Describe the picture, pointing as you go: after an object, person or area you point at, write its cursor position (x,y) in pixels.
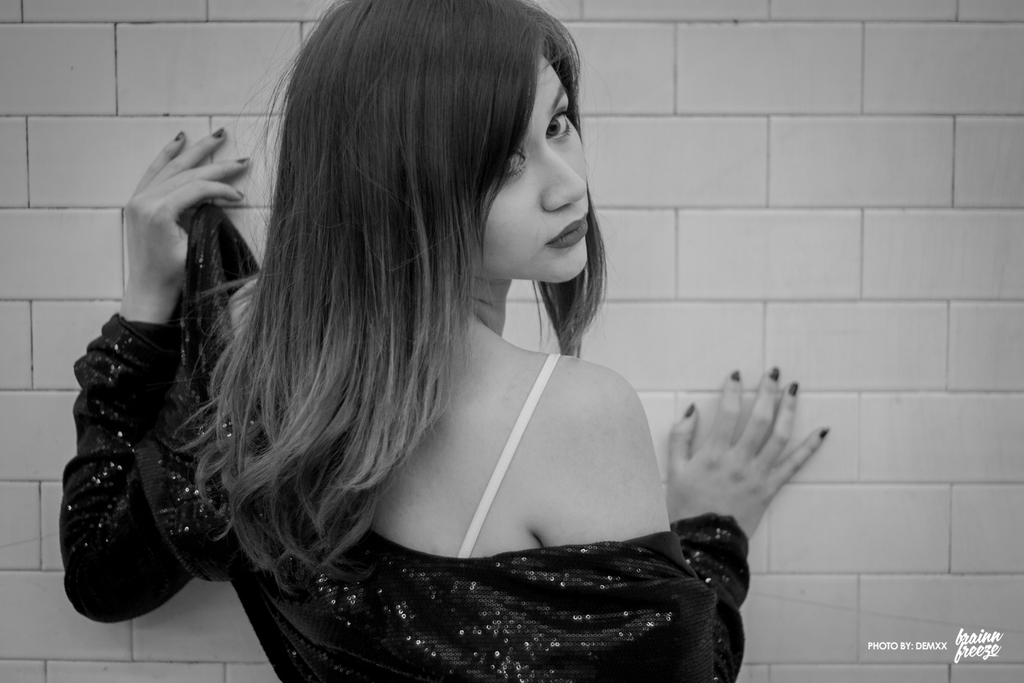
In this picture we can see a woman (419,351), in front of her we can find a wall (770,298), at the right bottom of the image (924,641) we can see a watermark (974,654).
